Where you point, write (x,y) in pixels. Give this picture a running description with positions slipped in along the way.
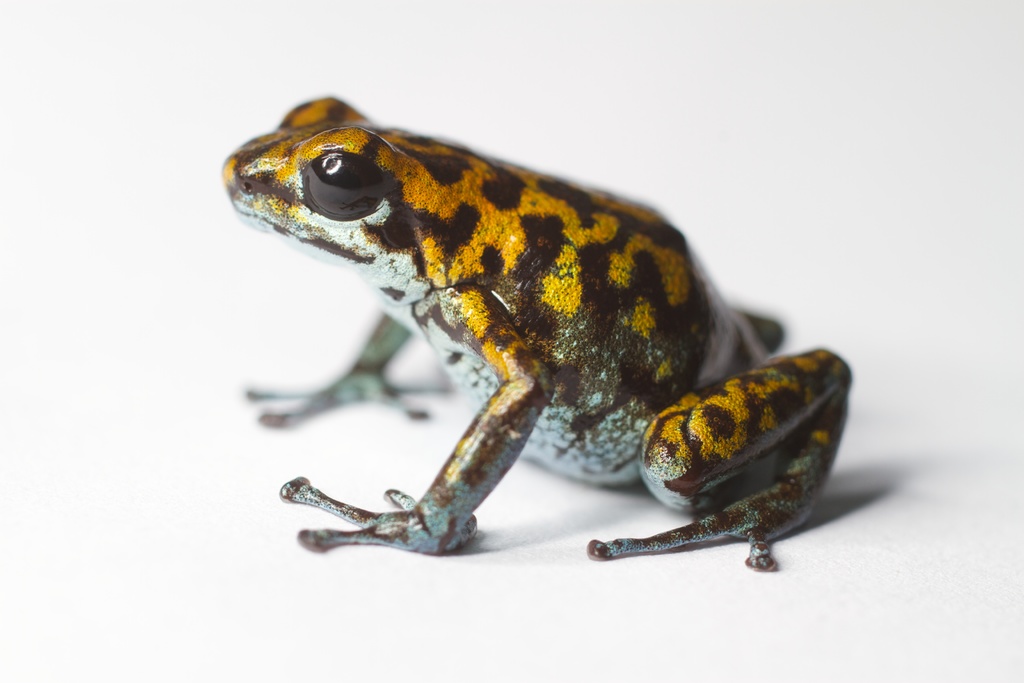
Here in this picture we can see the frog (550,323) present over there.
